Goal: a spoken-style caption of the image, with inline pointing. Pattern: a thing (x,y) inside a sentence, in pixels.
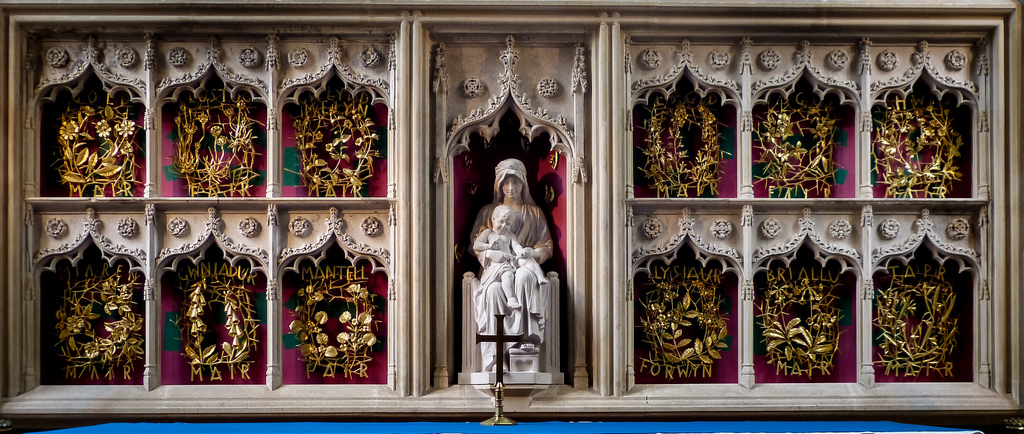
In the foreground (530,123) I can see two persons statue (469,321), shelves (436,358) and rods (700,176). This image is taken may be in a church (598,211).
